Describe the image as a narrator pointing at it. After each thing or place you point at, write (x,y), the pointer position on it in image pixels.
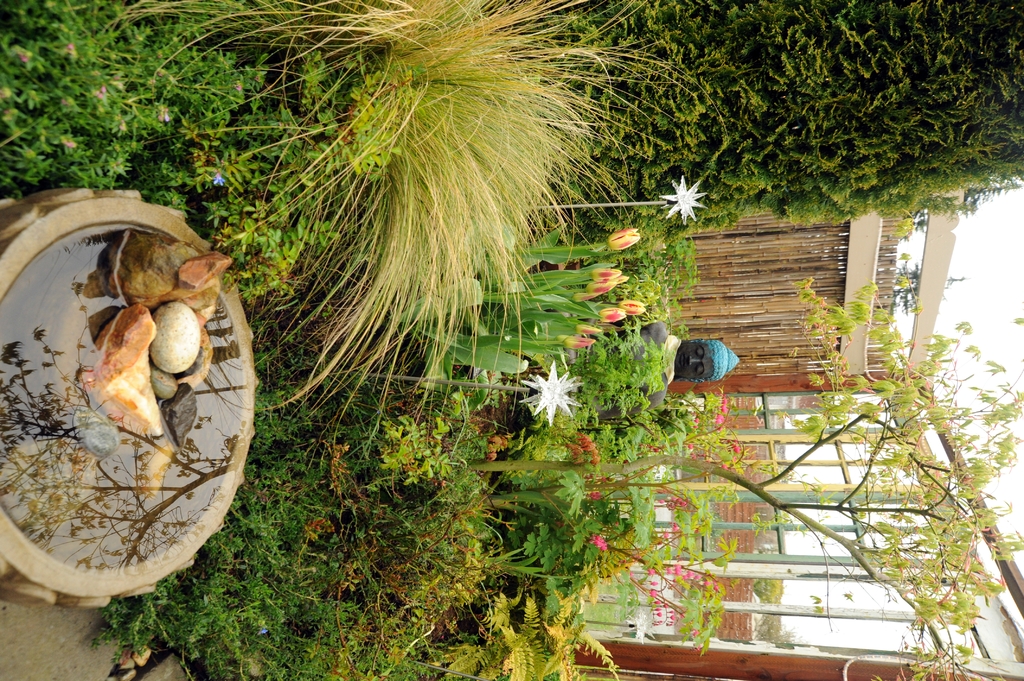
In this rotated image there are plants (470,469) and tree (719,470). To the left (19,564) there is a bowl (77,220). There are pebbles (113,401) and water (77,437) in the bowl (3,266). In the center (630,355) there is a sculpture (694,353) of Gautama Buddha (719,358). There are plants (444,327) in front of the sculpture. There are flowers (610,318) to the plants (466,499). Behind him there is a wooden wall (761,281). To the right (971,290) there is the sky (976,307).
